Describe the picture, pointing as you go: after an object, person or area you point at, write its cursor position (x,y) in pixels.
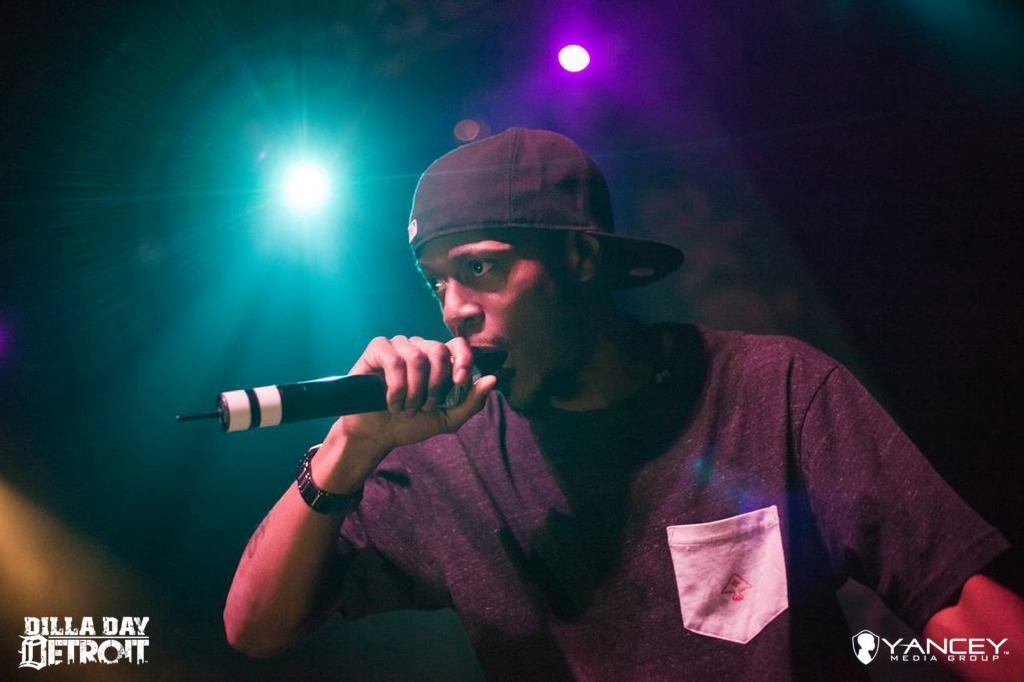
In this image we can see a person (709,522) wearing t-shirt (561,460), cap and watch (325,500) is holding a mic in his hand (484,385). The background of the image is dark, where we can see lights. Here we can see watermarks (136,637) on the bottom left side of the image (72,657) and the right side of the image (889,644).
